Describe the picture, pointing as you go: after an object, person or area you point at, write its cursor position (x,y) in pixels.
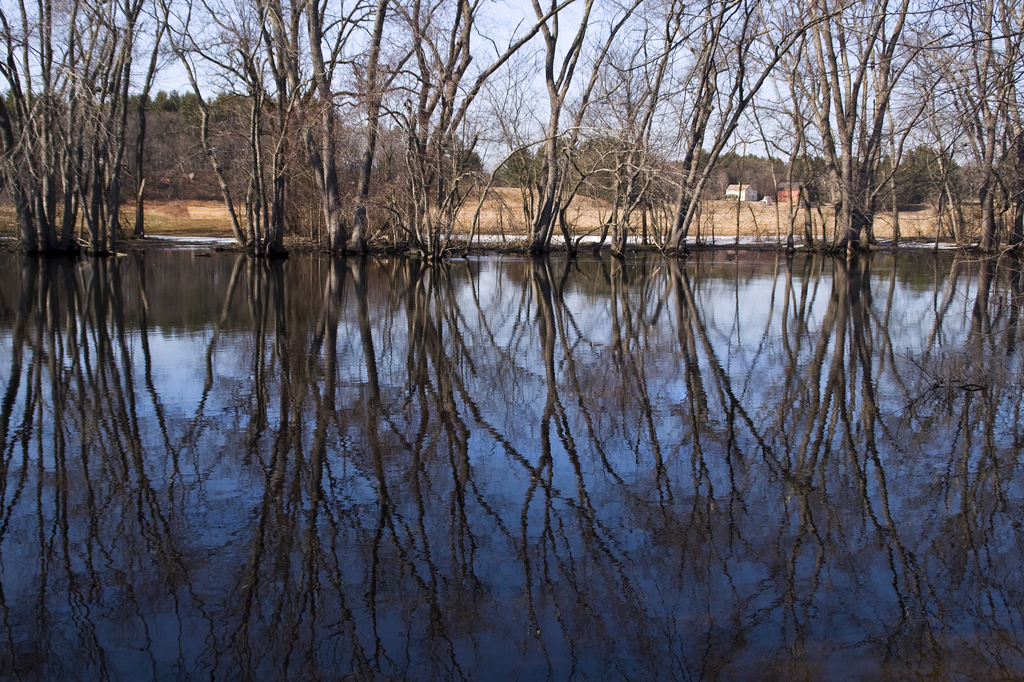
In this image I can see the reflection (468,529) of trees (107,187) on the water surface (580,528). I can see few buildings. I can see few trees (728,158). I can see the sky (492,131).
